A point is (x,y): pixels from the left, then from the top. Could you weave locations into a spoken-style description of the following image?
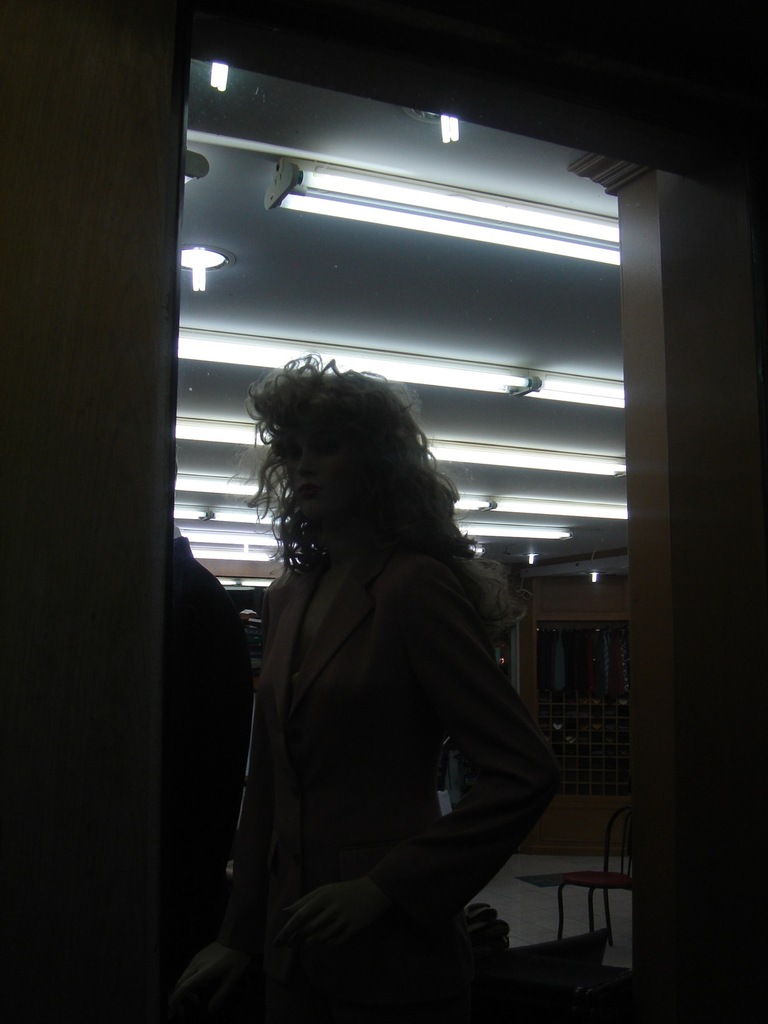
In the foreground of this image (334,671), there is a mannequin (336,871). On the left (99,208) and the top, there is the wall (720,127). In the background (466,271), there are lights (283,204) to the ceiling (437,280) and a chair (595,885) on the floor (540,871).
